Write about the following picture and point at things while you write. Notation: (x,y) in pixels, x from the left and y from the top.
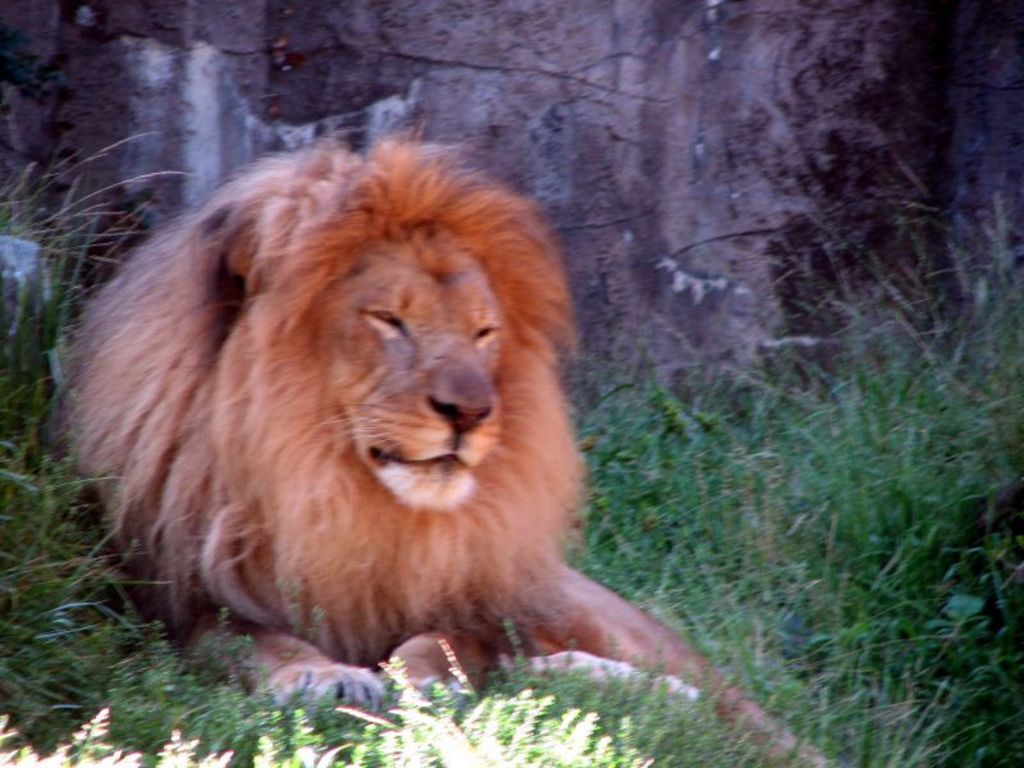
There is a lion (242,369) sitting on a greenery ground (622,536).
